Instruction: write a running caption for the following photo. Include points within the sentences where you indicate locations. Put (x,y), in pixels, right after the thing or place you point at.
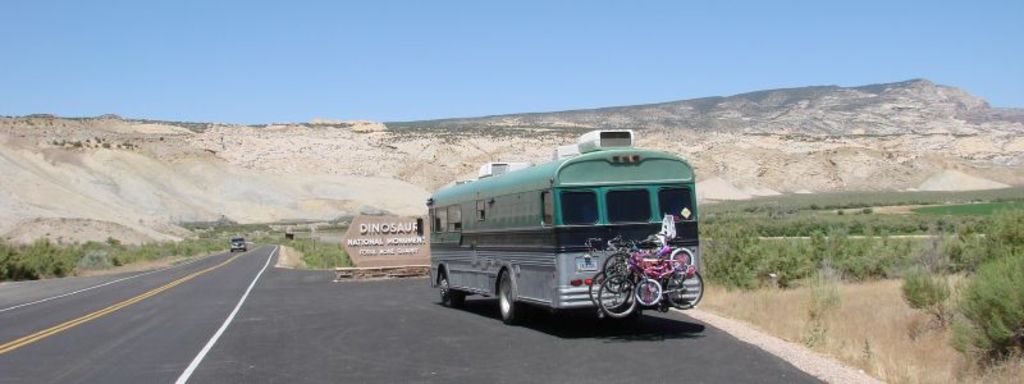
This image is taken outdoors. At the top of the image (209,68) there is a sky (447,59). At the bottom of the image (162,324) there is a road (97,295) and a ground (776,266) with grass (933,346) and plants (885,248). In the middle of the image (497,227) a bus (569,156) is parked on the road (278,330) and there is a board (371,235) with a text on it. A car (234,247) is moving on the road (288,306). In the background (23,174) there is a hill (245,180).
